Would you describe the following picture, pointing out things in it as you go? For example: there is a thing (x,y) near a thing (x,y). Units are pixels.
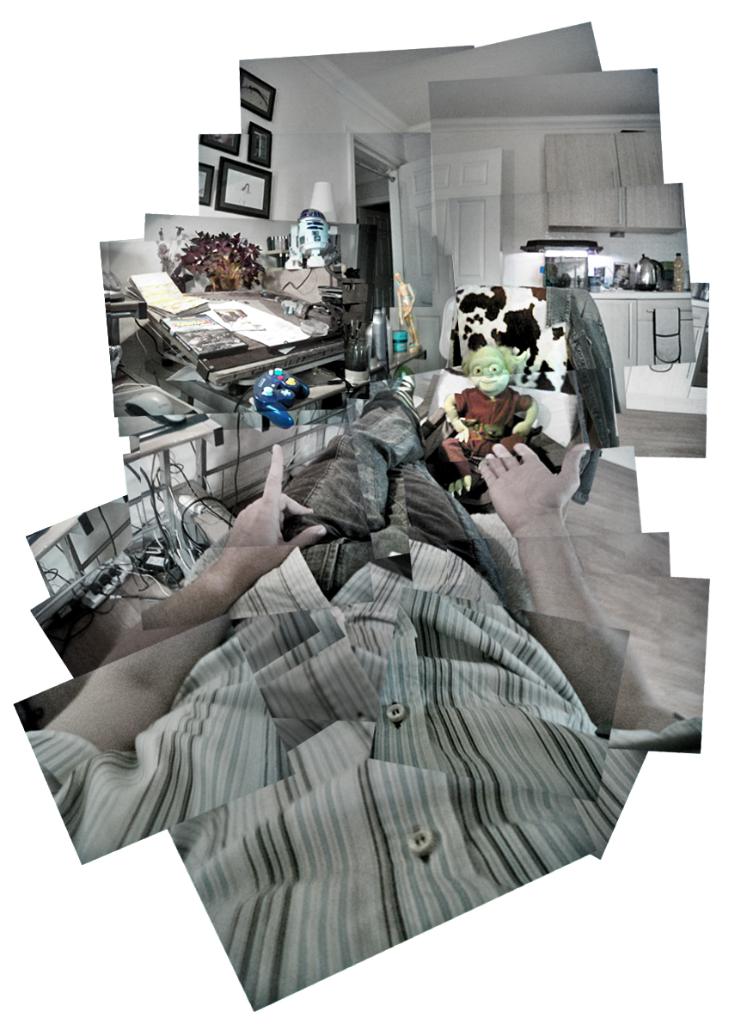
This is an edited image where we can see a man (403,774), table (206,442), door (443,190), cupboard (609,170), lamp (315,201), toy (319,212), sofa (456,326) and jacket (586,372). We can see so many things (184,326) on the table (185,354) and frames (225,151) are attached to the white color wall (321,156).
